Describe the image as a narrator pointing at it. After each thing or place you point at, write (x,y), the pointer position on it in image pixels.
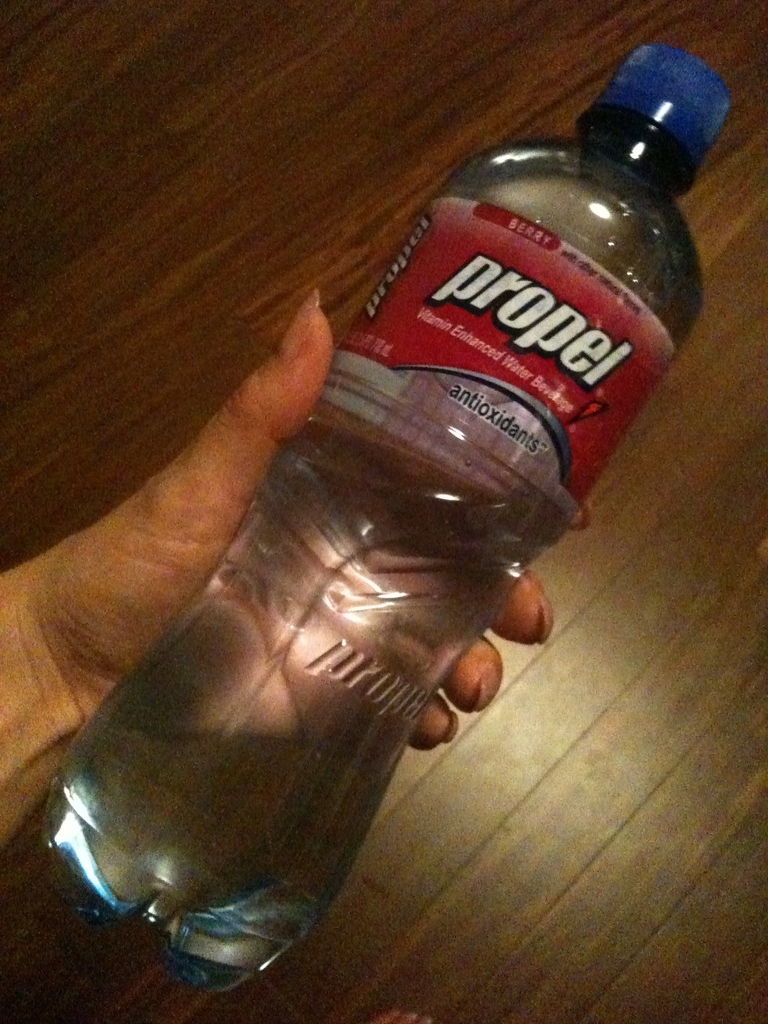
This picture is mainly highlighted with a human hand (242,444) holding a bottle (464,598).
